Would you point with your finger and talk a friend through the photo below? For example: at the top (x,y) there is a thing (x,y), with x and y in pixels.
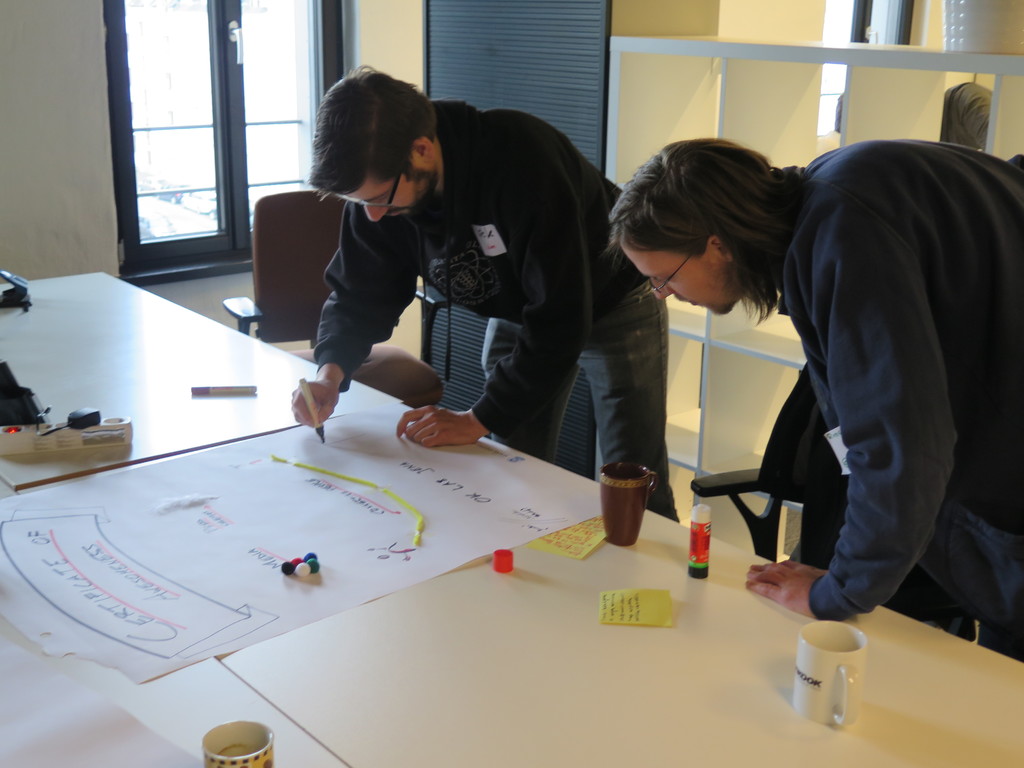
This is a picture in a room (4,112), the persons (373,296) are in the room (544,297), the person (501,227) in black jacket (504,263) were holding a pen (312,412) and drawing in a paper (332,522). The paper (353,521) is on the table (503,657), on the table (726,702) there is a cup (813,639) and glue (701,545) and the stick note (659,600) and background of this person (591,221) is a shelf (625,50) and a glass window (208,79).
